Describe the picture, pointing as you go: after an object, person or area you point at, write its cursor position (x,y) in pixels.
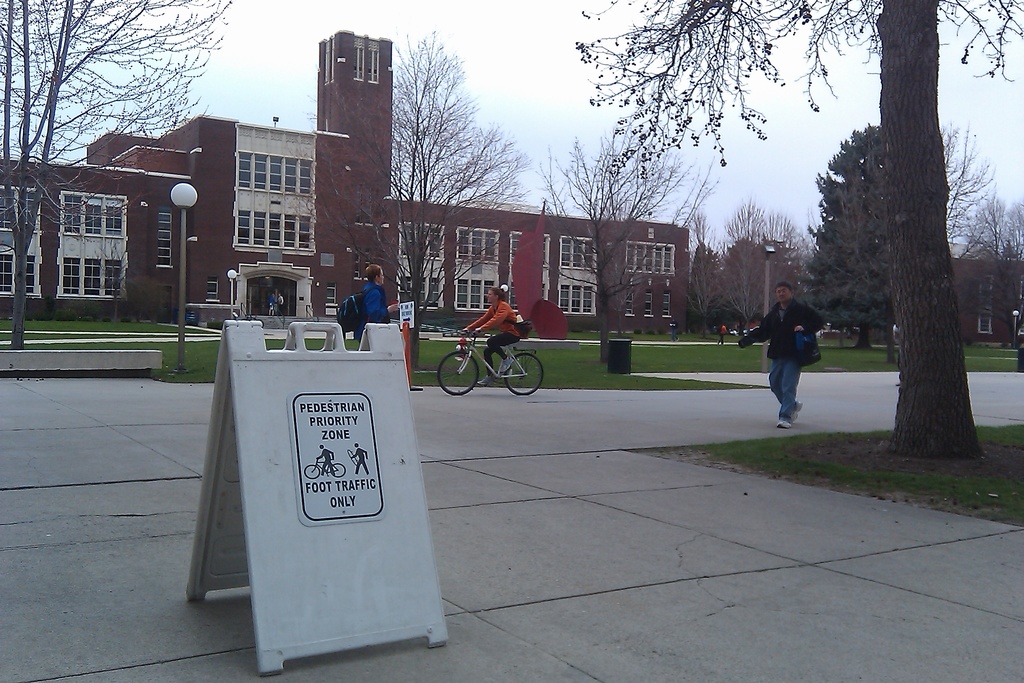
In this image, we can see a few buildings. We can see some people (509,341). There are a few trees (931,337). We can see the ground (600,442). We can see some grass (562,361), poles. We can also see a red colored object (550,317). We can see the sky (523,92).
